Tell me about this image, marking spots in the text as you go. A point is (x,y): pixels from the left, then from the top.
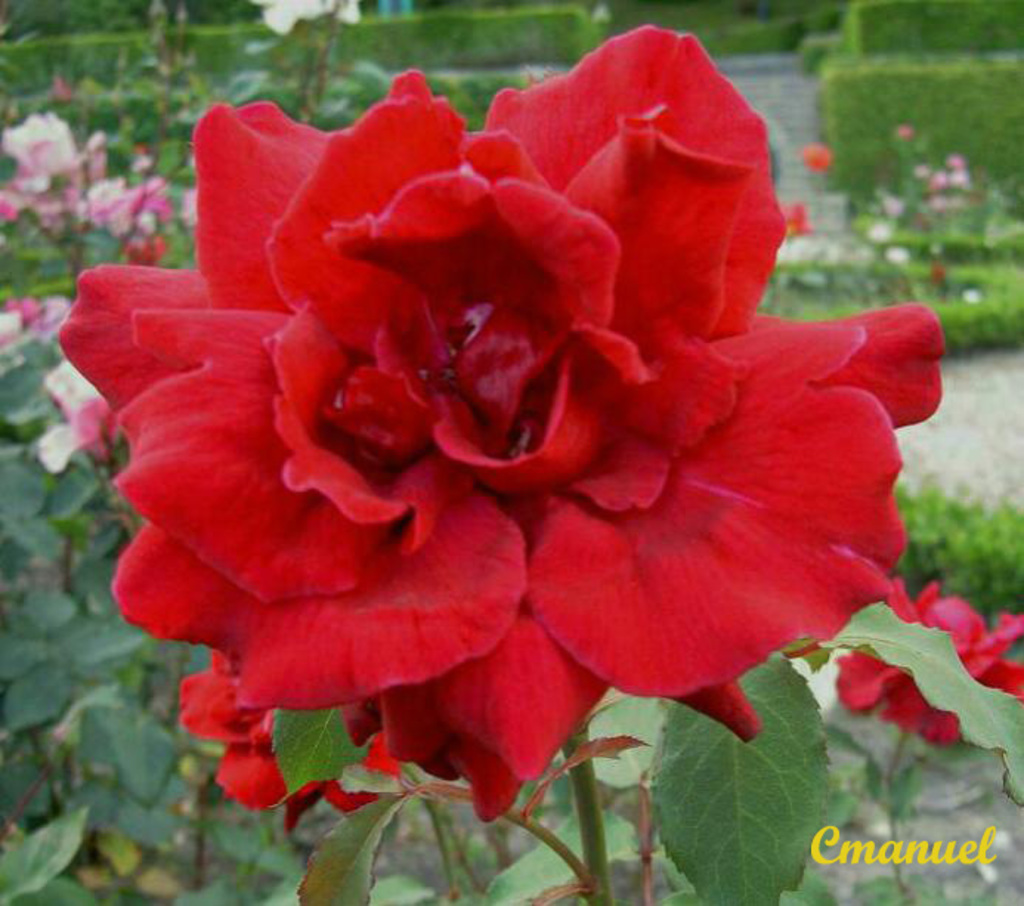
In this image I see the plants (30,509) on which there are flowers (291,511) which are of red and pink in color. In the background (188,7) I see the bushes (965,16) and the path (791,129) and I see the watermark (950,853) over here.
